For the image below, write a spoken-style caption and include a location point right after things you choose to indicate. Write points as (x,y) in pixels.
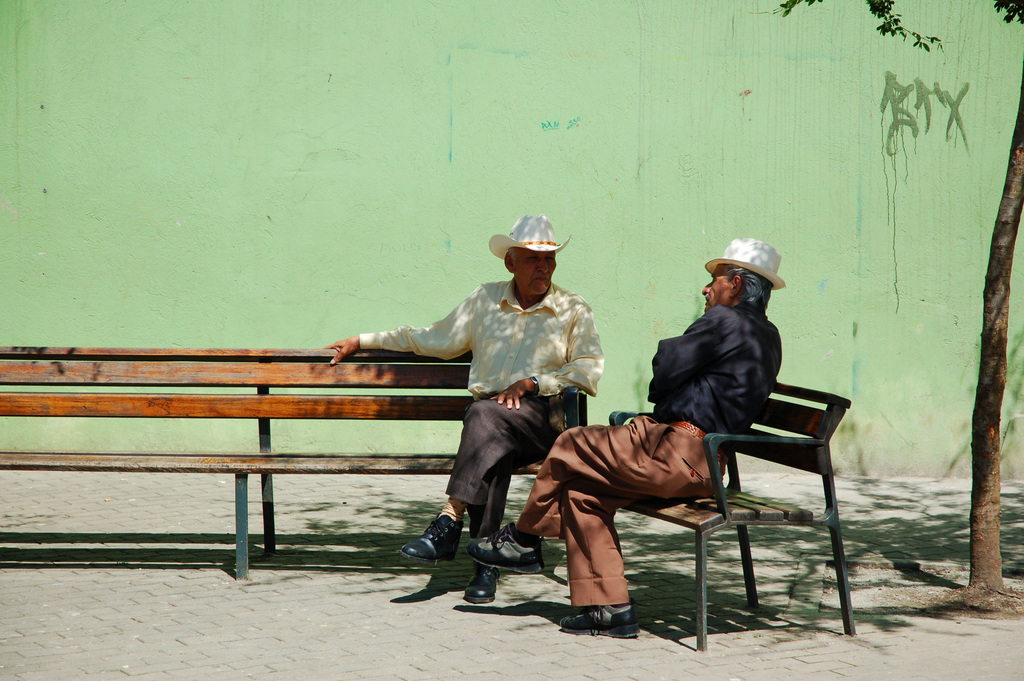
In this picture there are two men (489,444) sitting on the benches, wearing hats (517,232). In the background (750,204) there is wall (857,82) and a tree (899,22) here.
